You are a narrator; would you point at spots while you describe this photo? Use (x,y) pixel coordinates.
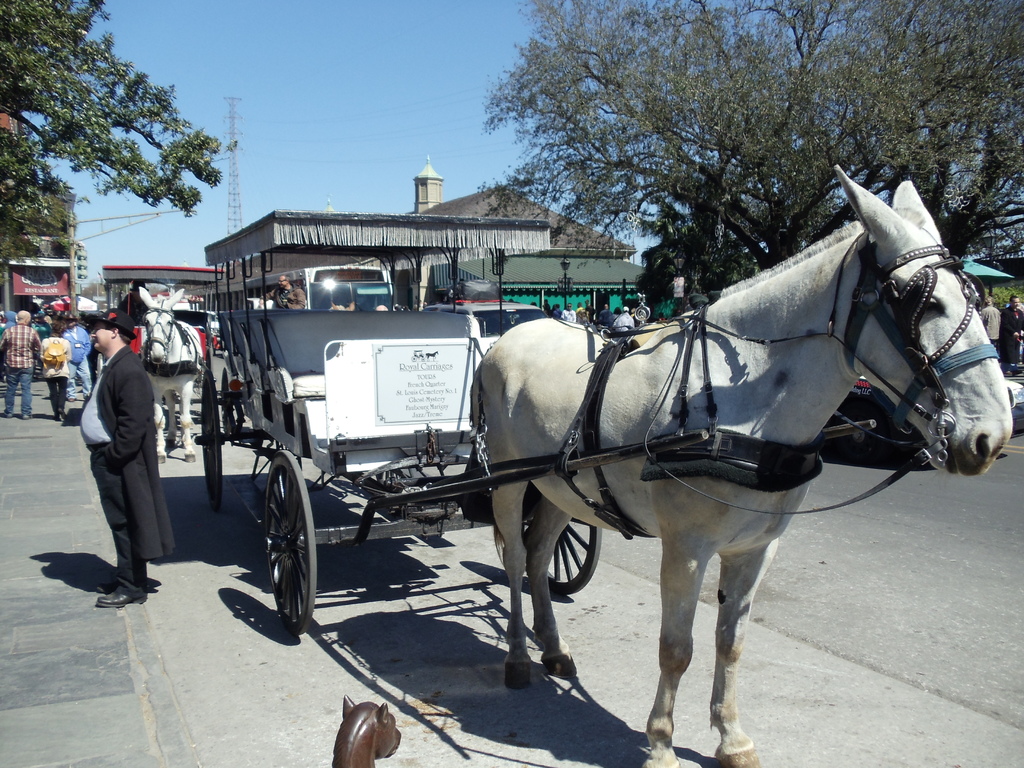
In this image, we can see horse carts (300,330). There is a tree (593,117) in the top right of the image (940,107). There is a branch (84,133) in the top left of the image (63,121). There are persons (116,420) on the left side of the image (112,452) wearing clothes (110,459). There is a shelter (568,250) in the middle of the image (577,282). There is a tower (425,198) and sky (310,95) at the top of the image (316,57).
